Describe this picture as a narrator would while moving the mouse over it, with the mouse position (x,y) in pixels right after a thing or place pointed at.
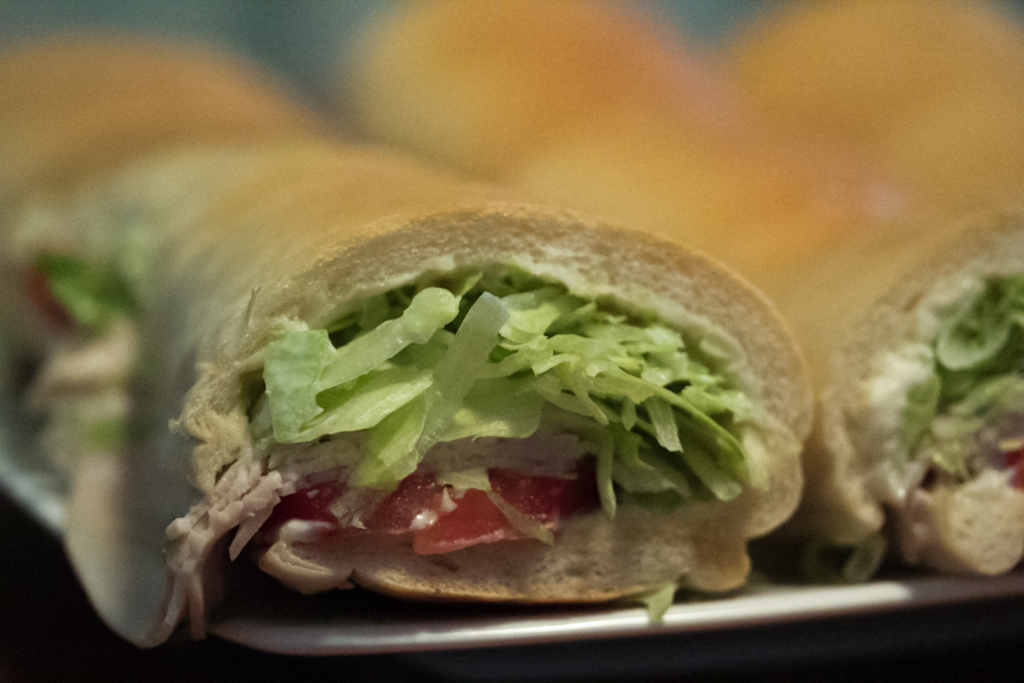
In this picture there is fast food (660,240) in the image.
